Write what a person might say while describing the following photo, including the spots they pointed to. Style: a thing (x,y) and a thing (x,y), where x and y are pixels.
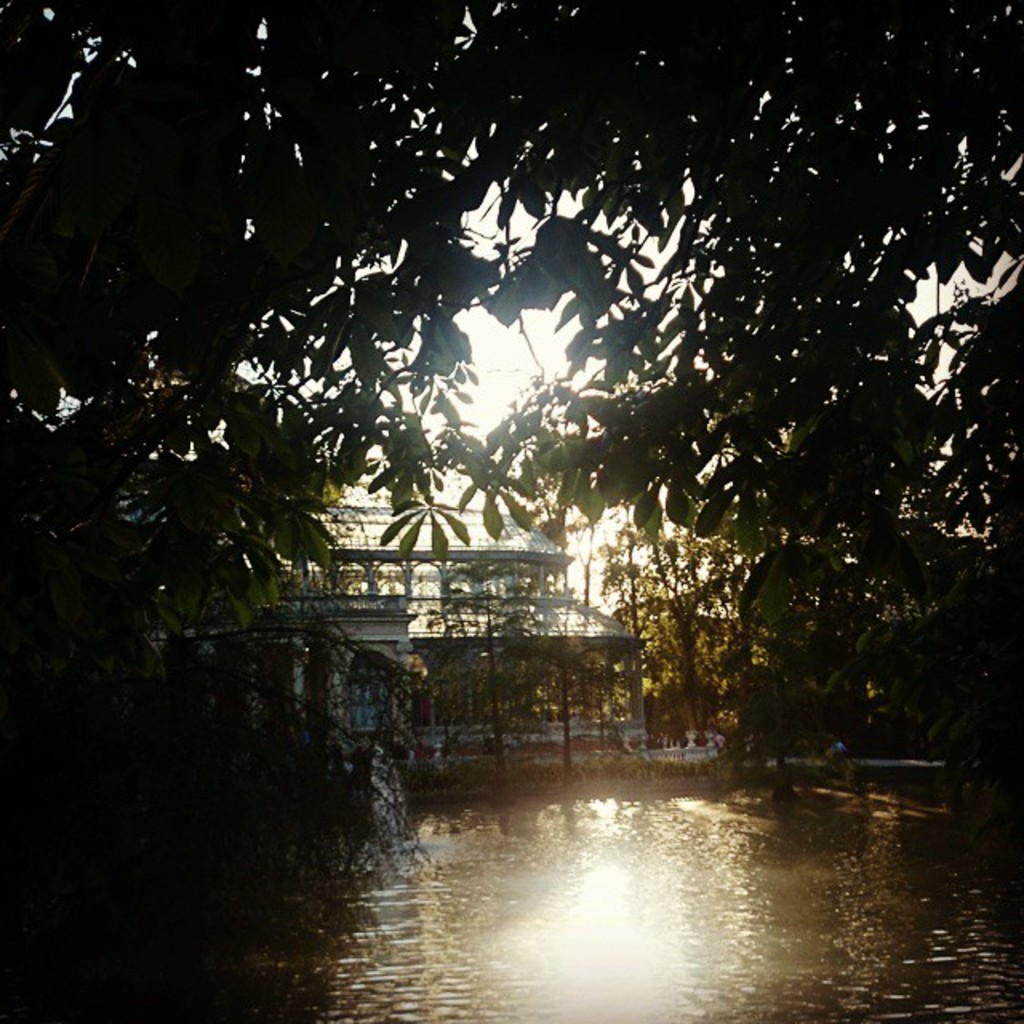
There is water (446,990), building (301,681) and trees (678,379).
